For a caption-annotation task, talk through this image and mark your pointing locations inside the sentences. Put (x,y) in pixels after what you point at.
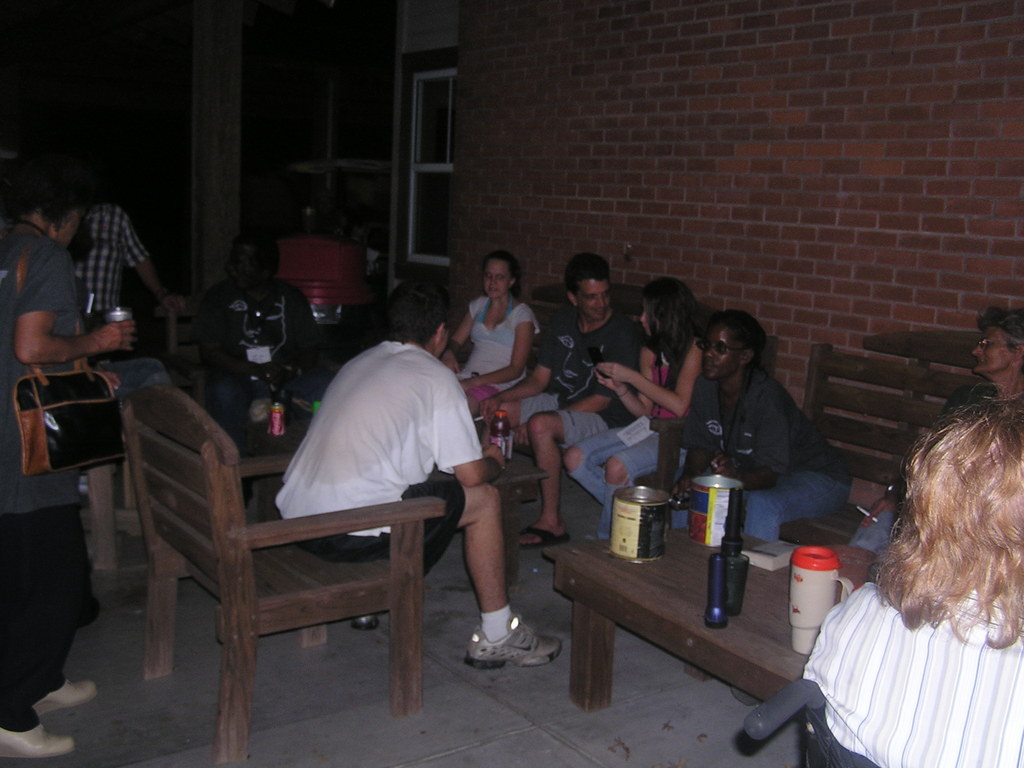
In the image there are group of people (387,407) sitting on chair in front of a table (598,547), on table (683,573) we can see bottle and a glass (812,589) in background (702,119) there is a wall (769,188) and a window (428,170) which is closed.
